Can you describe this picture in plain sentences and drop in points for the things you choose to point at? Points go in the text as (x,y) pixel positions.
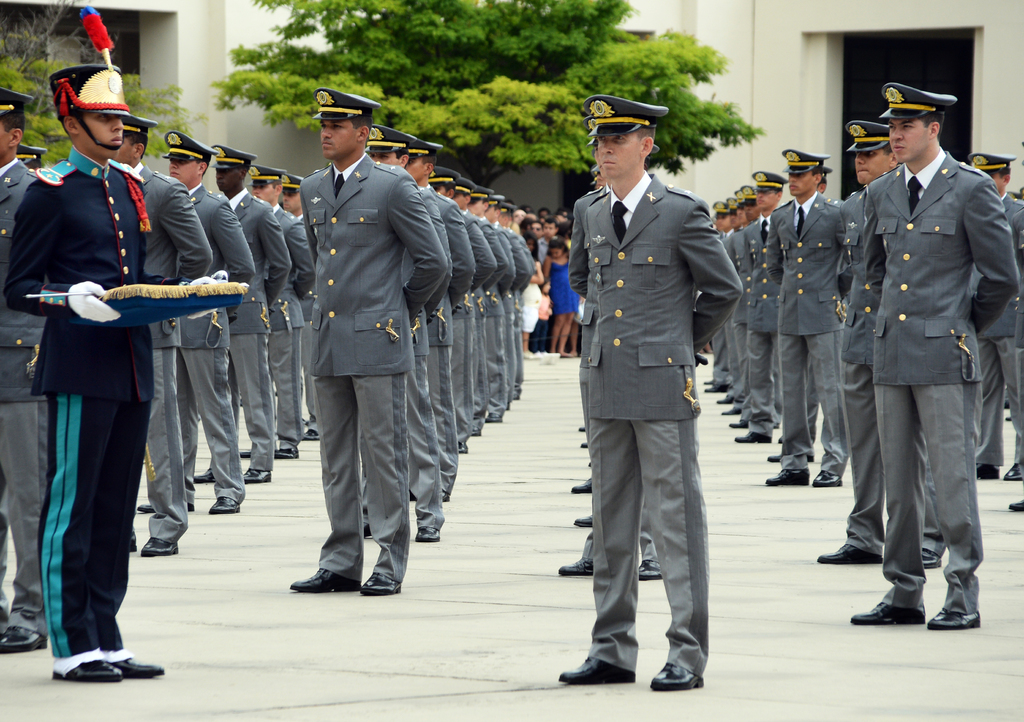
This image is taken outdoors. At the bottom of the image (413,619) there is a floor (510,494). On the left side of the image (88,370) a man (70,202) is standing on the floor (155,651) and he is holding a tray (132,300) in his hands (92,298). In the background (285,94) there are a few trees (344,76) and a building (955,82). In this image many people (487,190) are standing on the floor (296,478). They have worn caps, coats (611,323), ties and shirts (627,219).
